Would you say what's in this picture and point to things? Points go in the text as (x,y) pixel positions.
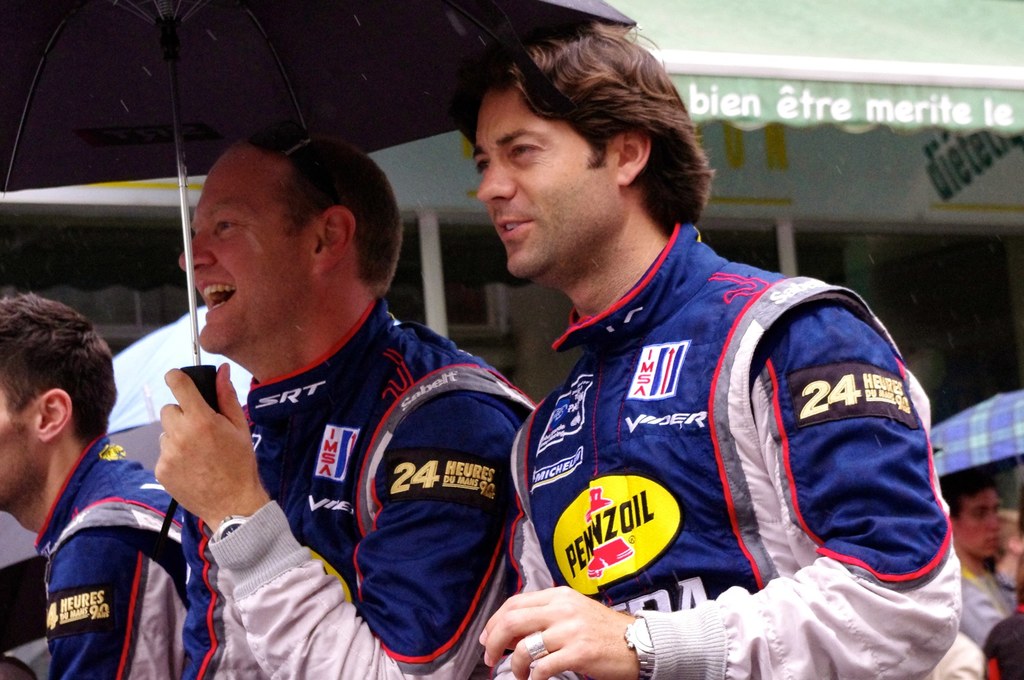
As we can see in the image there are few people (575,500) here and there, umbrellas (351,112) and buildings (876,169).
